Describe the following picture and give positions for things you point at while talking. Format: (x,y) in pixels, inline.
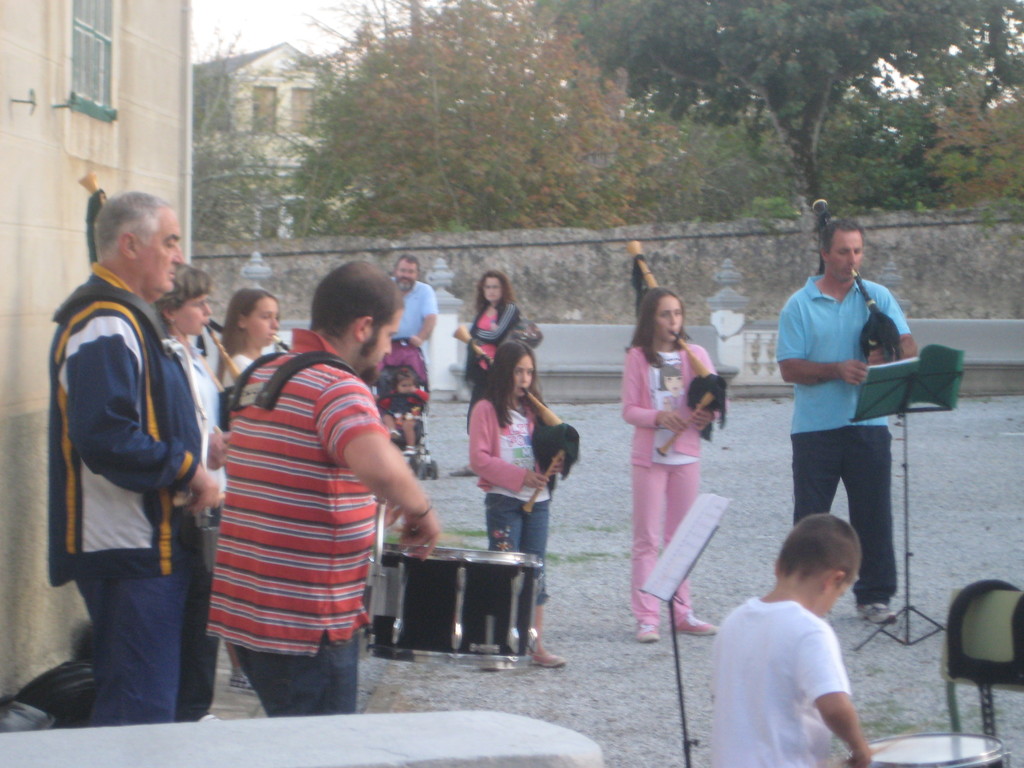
In this picture, there are group of people (262,326) playing musical instruments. Towards the left (215,629), there is a man (258,407) in red t shirt (297,537) is playing drums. At the bottom right (775,624), there is a kid (779,621) in white t shirt (774,608), playing a drum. Towards the right (820,398), there is another man (857,371) in blue t shirt (840,340) playing a bagpipe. In the background (731,263), there are buildings (259,158), trees (506,150), wall (695,303) and sky (335,42) etc.
